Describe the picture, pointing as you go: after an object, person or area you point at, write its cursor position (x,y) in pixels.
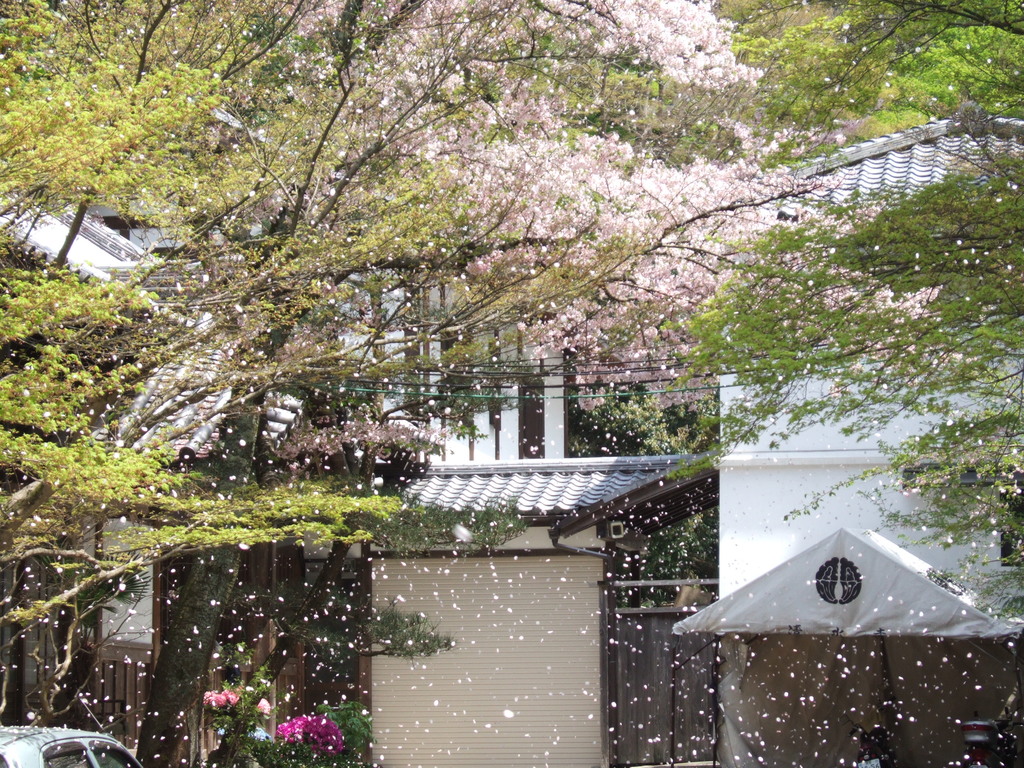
In this image we can see trees (712,170), flowers (693,244), vehicle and building (555,494).
